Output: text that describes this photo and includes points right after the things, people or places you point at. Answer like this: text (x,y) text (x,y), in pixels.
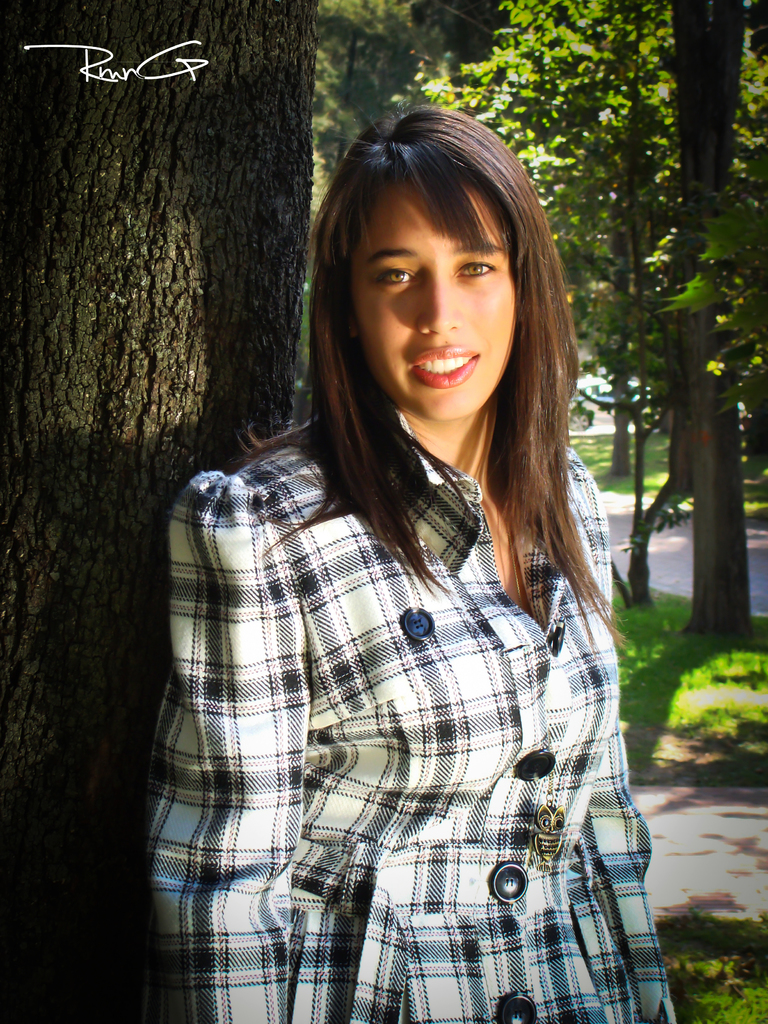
In this image I can see a person (628,802) standing wearing black and white dress (527,847). Background (555,128) I can see trees (543,117) in green color.
